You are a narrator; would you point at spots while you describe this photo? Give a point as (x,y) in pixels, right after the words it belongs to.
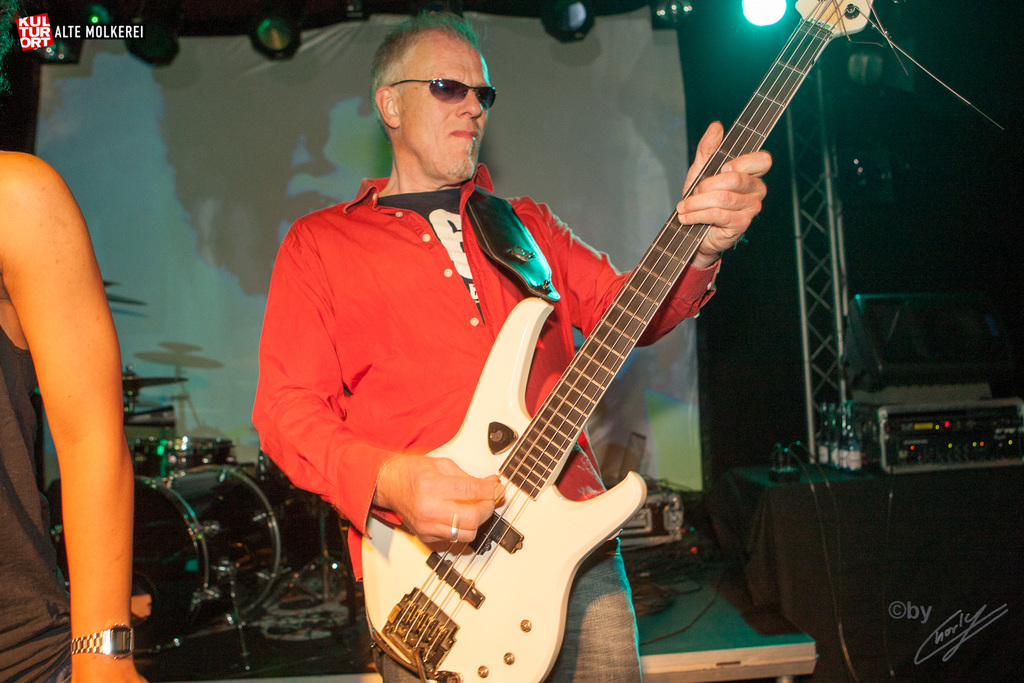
This picture shows a man (449,212) playing a guitar (488,471) in his hands (429,470), wearing spectacles (432,92). There are some musical instruments (207,561) in the background (193,550). We can observe a white cloth (262,155) here and a light (747,5).
